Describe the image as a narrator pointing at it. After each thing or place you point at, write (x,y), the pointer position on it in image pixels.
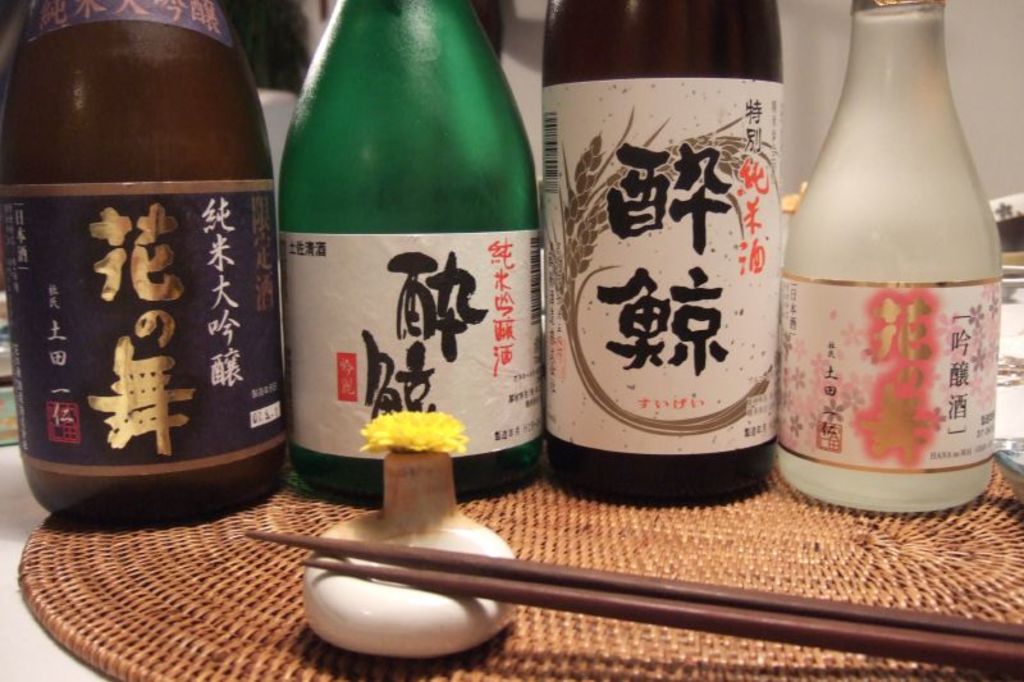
In this image there is a table (17,466) and we can see chopsticks (462,571), decor (391,539), bottles (304,153) and a table coaster (741,555) placed on the table (7,674). In the background (956,105) there is a wall (967,72).
